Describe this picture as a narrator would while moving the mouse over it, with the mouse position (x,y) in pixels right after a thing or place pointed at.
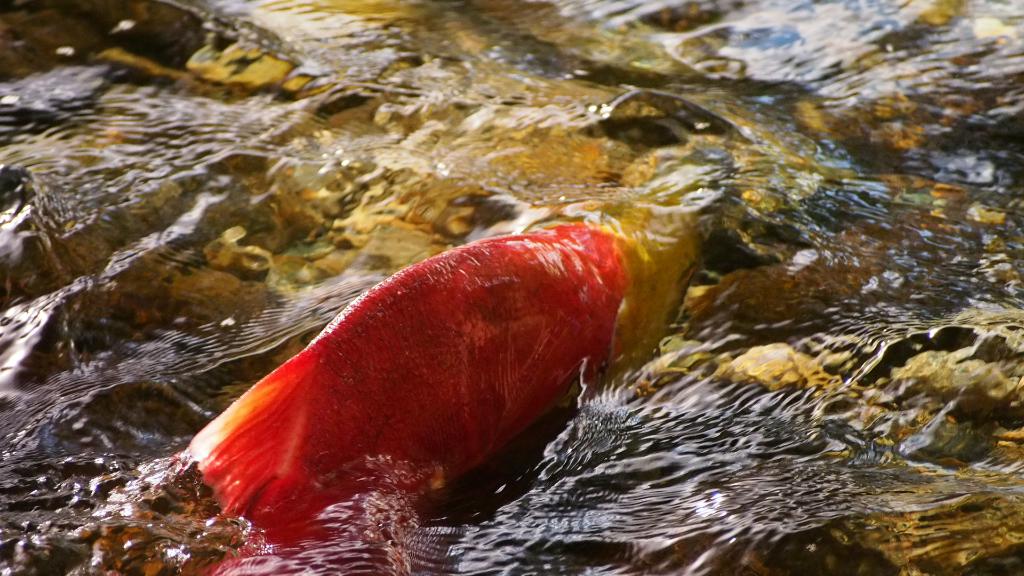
In this image there is a fish (394,378) swimming on the water (73,454).
